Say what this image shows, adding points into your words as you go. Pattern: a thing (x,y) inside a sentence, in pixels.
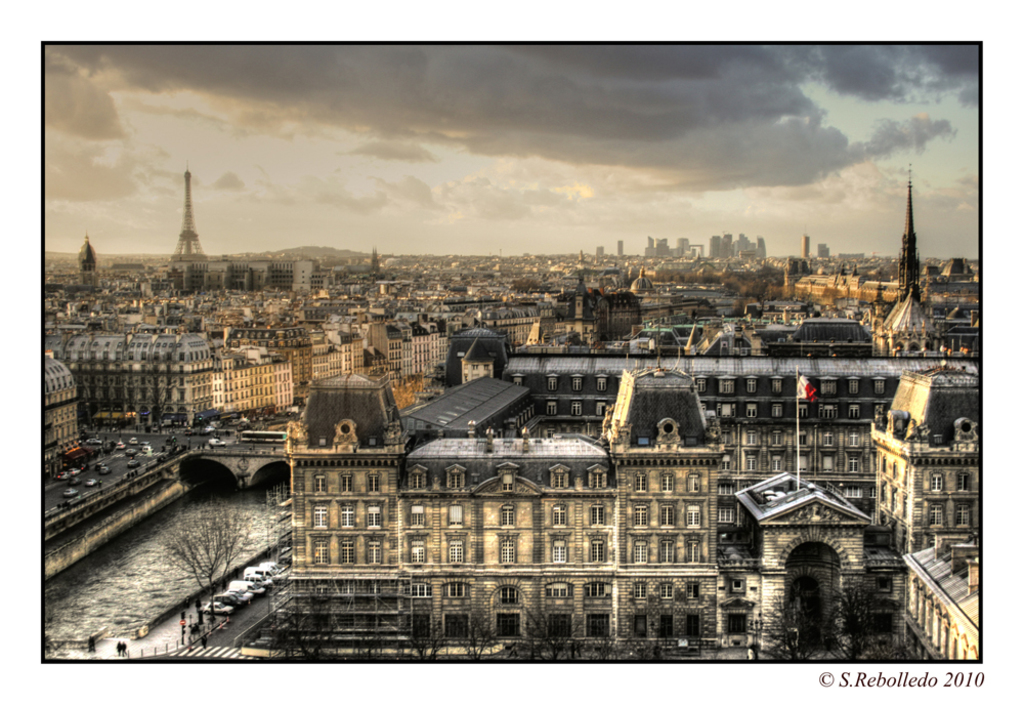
In this image I can see few buildings (481,534) which are cream and black in color, a flag (799,384), few trees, the water (150,586), the road (116,462), few vehicles (132,463) on the road (100,470) and in the background (188,285) I can see few other buildings (702,257), a tower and the sky (512,158).
